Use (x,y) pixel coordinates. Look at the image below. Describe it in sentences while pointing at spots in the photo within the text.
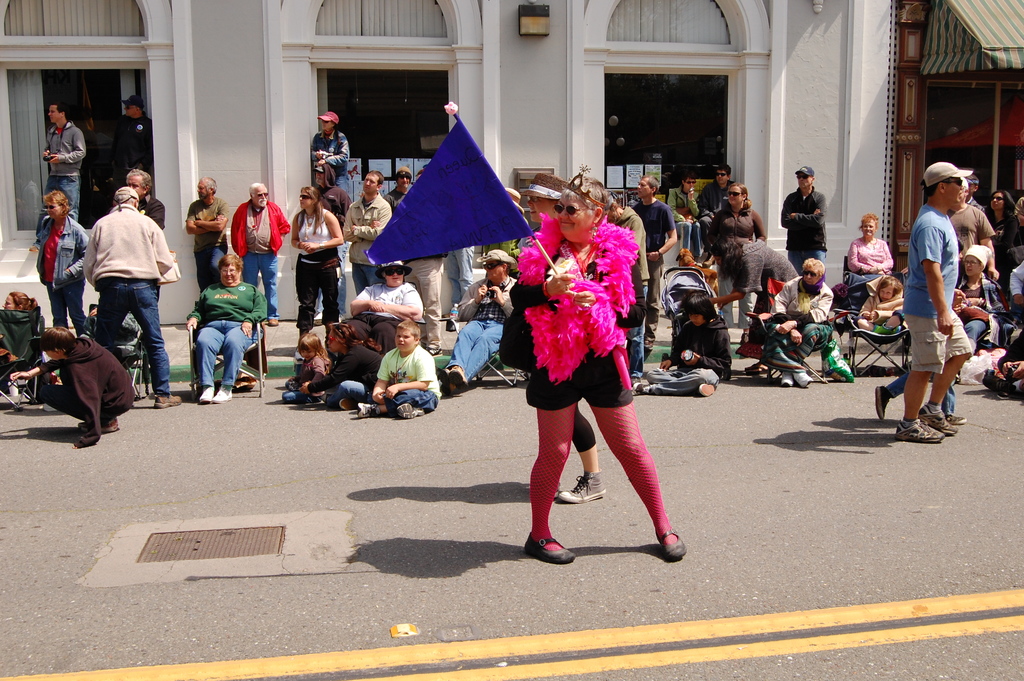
In the center of the image (551,329) there is a person (611,440) standing on the road (568,566) holding a flag (426,231). In the background (351,74) we can see building (816,74), door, window (615,104) and many persons (62,193) on the road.
